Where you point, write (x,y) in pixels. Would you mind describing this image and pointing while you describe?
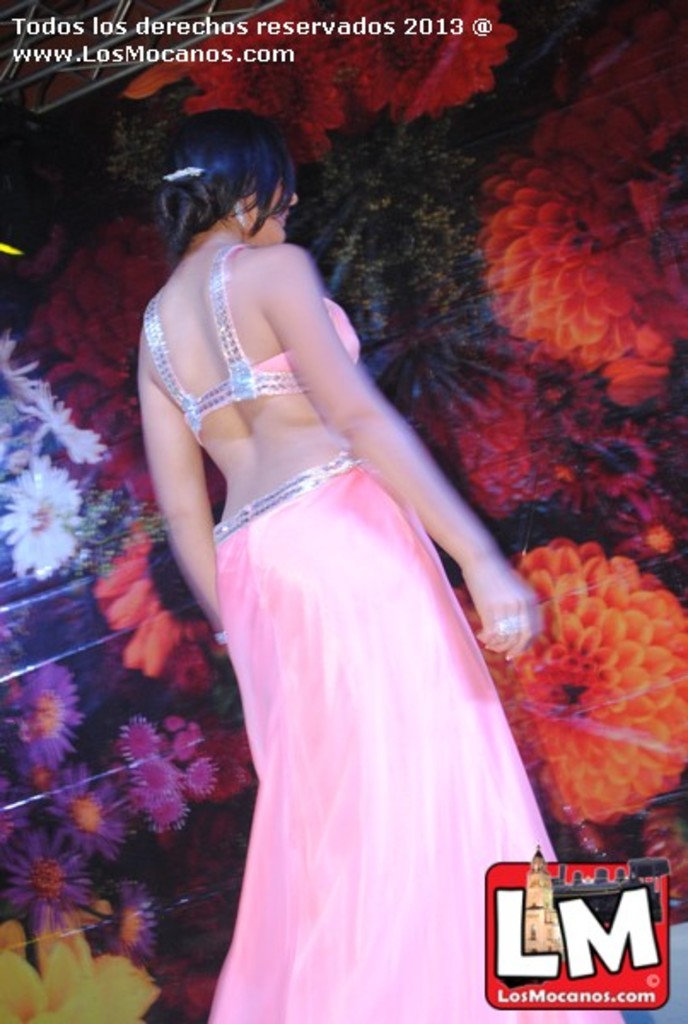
The picture is taken from some website, in the image there is a woman (338,770) and there is some text (204,50) at the top of the image (193,43).
